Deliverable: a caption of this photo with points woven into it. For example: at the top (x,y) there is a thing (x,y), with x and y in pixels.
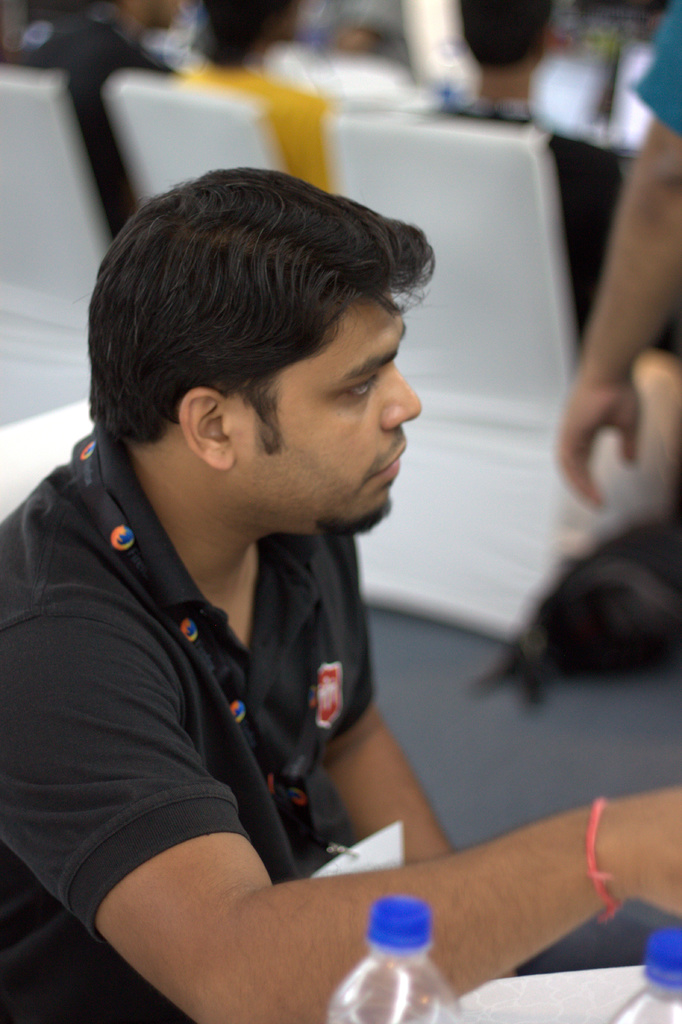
In this image there is a man (254,739) he wear black t shirt (147,725) and tag (375,840). In the background (482,212) there are many people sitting on the chairs (476,358).
